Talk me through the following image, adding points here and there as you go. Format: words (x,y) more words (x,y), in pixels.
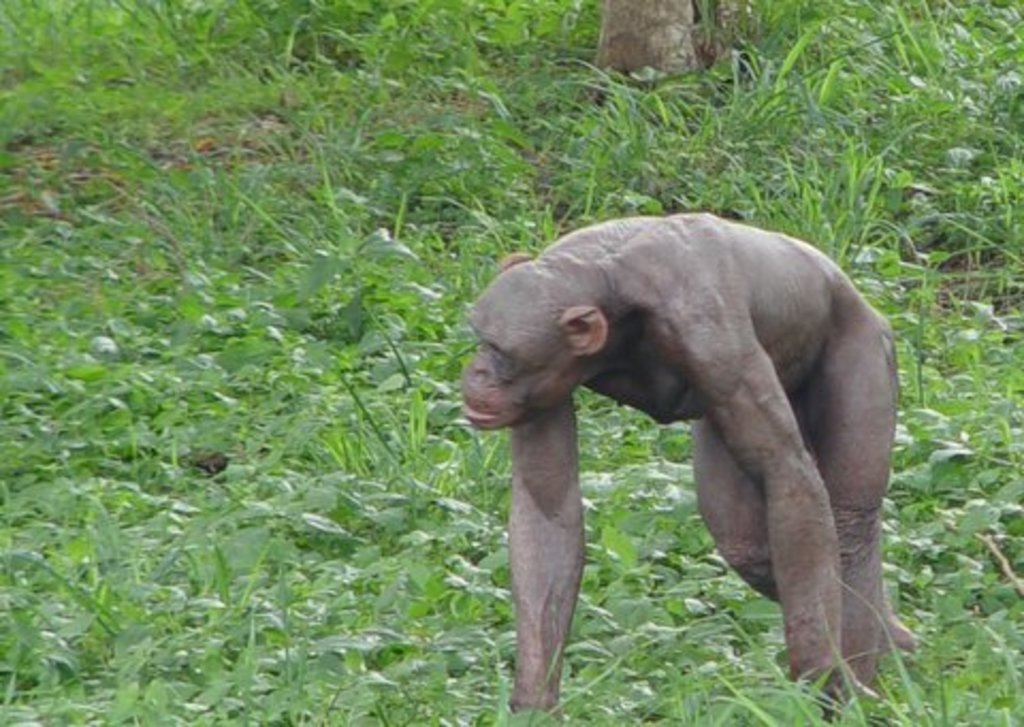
In this image, we can see a monkey (850,450) walking. In the background (315,212), there is ground (272,501), covered with plants (270,412).
